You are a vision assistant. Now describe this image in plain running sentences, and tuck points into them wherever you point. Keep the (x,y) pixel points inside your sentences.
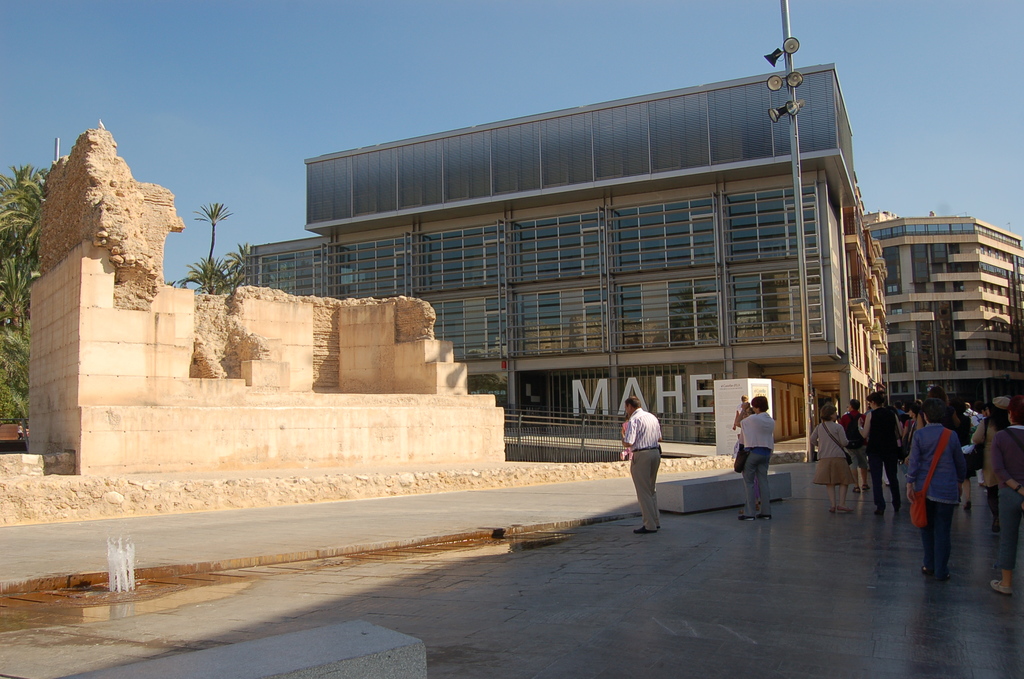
On the right side (856,491), we see people (1008,535) are walking on the road (920,540). Beside them, we see two men (765,516) are standing. At the bottom (417,617), we see the road (407,627), concrete blocks (390,642) and water (169,585). On the left side (124,493), we see trees (39,234) and a wall (269,318). There are buildings (760,236) and a pole (803,336) in the background (699,250). At the top (271,96), we see the sky (235,85).
